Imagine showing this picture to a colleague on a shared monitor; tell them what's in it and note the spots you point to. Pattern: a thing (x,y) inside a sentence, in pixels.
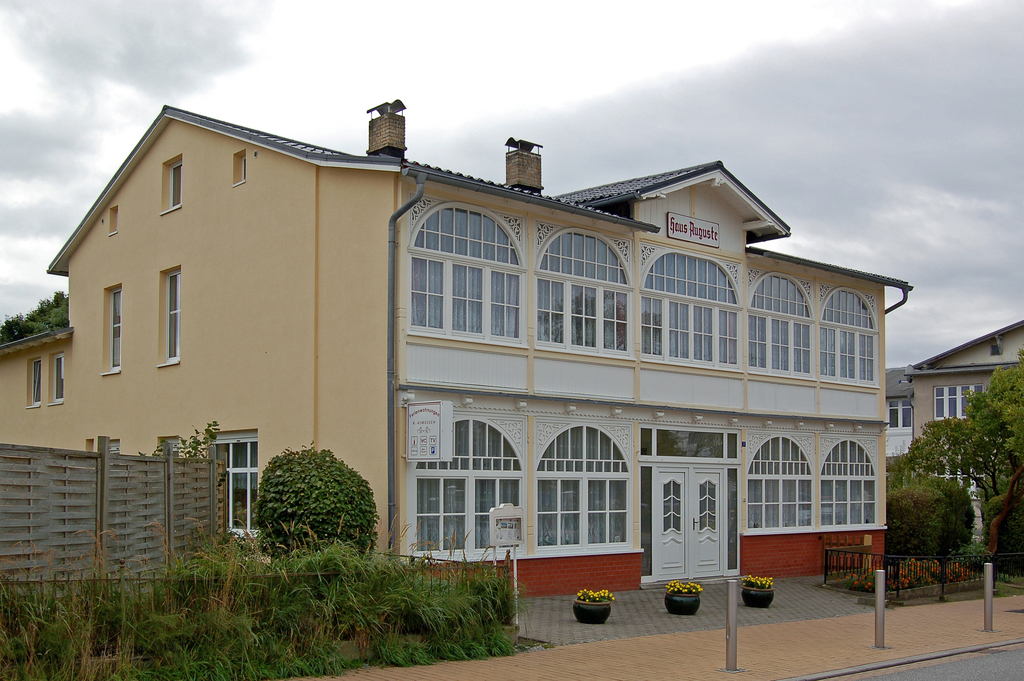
In this image there is a building (657,342) with the glass windows (600,271) and wooden doors (685,509). At the top (521,61) there is the sky (519,61). On the left side (233,599) there are small plants (179,615) beside the wall (136,505). On the right side (1002,416) there are trees (976,414) in front of the buildings (952,356).
